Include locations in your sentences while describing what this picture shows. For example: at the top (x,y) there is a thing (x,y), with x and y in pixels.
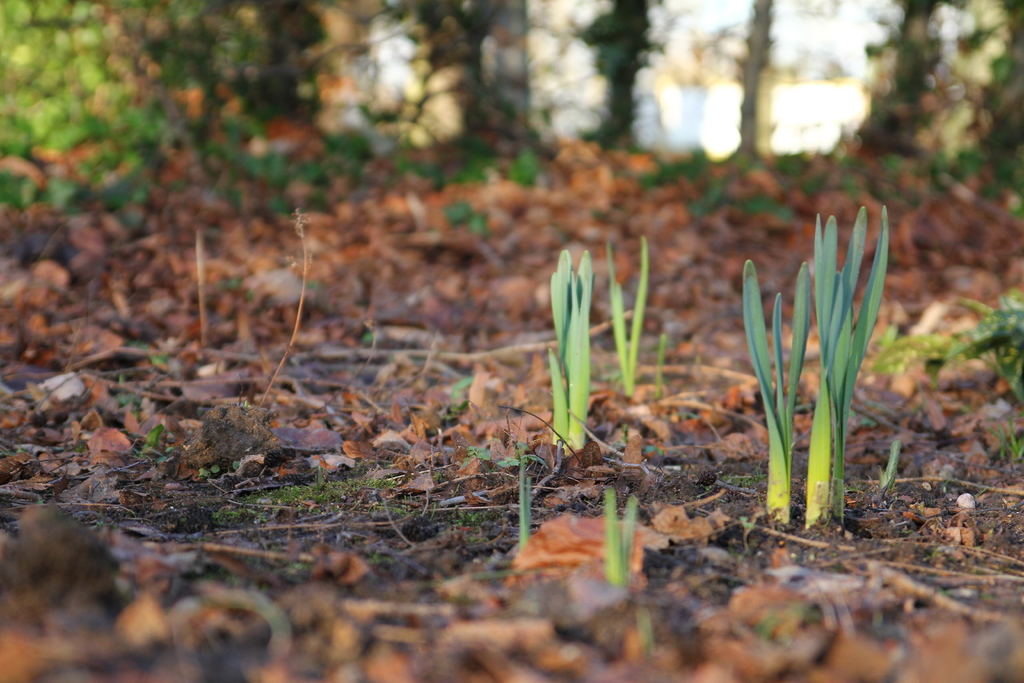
In this image we can see plants (570,255), leaves (539,220) and sticks (438,351) are on the ground (526,231). In the background (445,110) the image is blur but we can see plants (415,93) and sky (568,28).
